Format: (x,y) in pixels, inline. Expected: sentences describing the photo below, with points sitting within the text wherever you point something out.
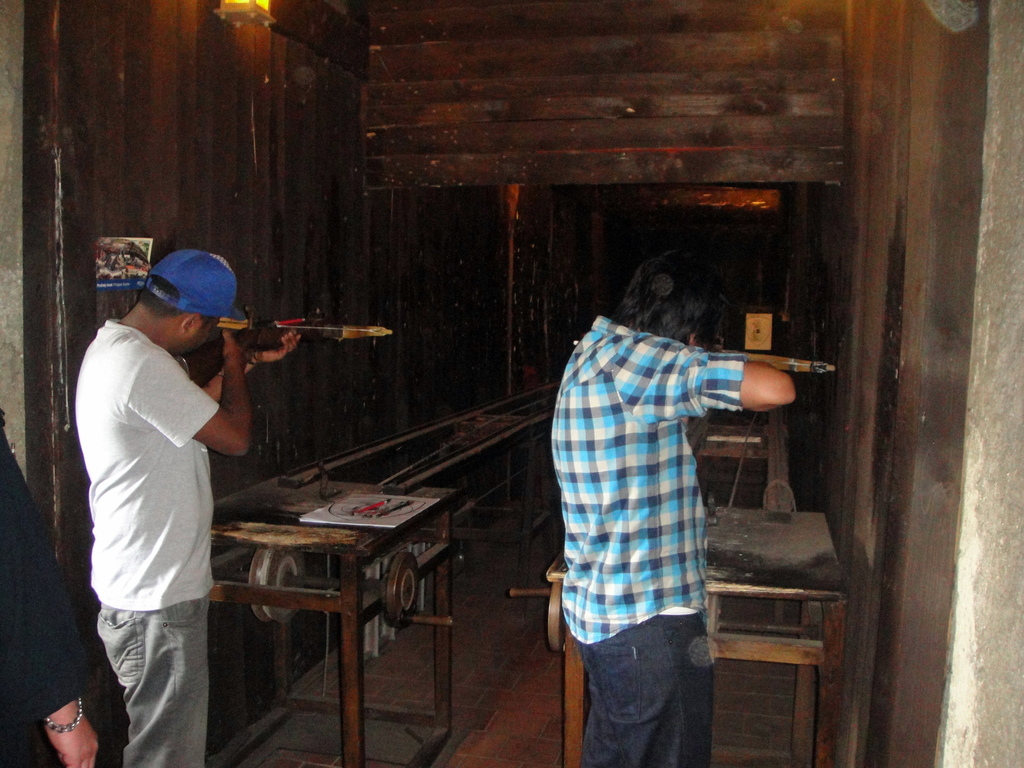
In this image, we can see two men (613,516) standing and they are holding objects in the hand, we can see tables (272,530) and walls (328,59).
